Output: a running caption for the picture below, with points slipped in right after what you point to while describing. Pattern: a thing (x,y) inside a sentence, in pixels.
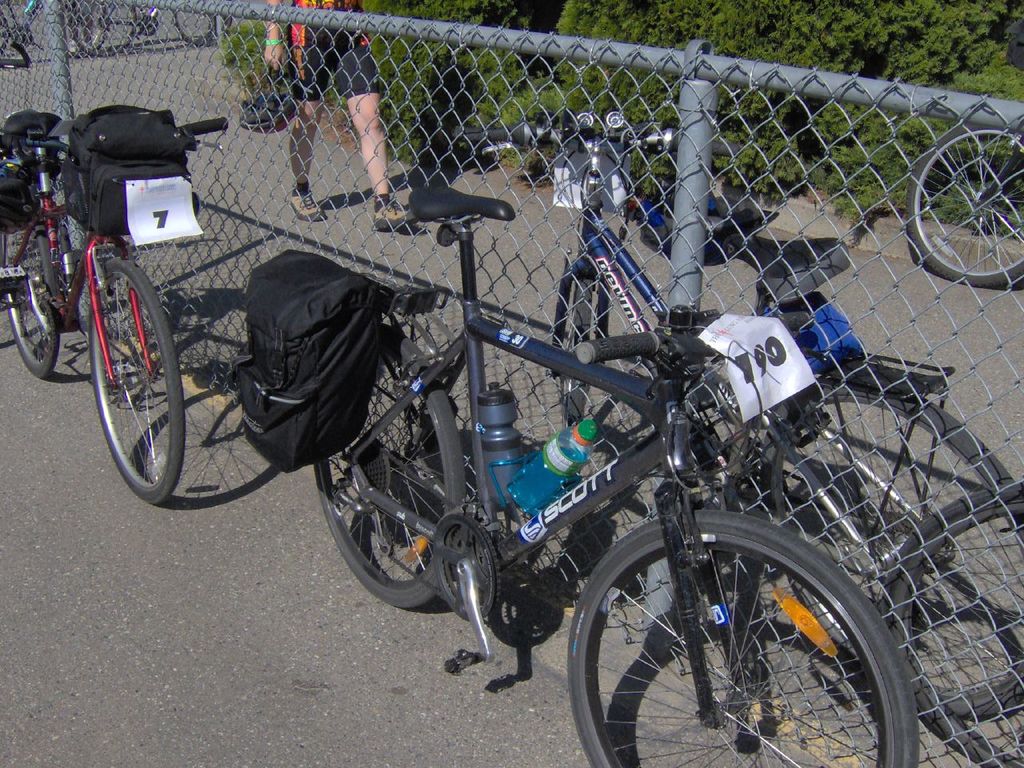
In this image, there are a few bicycles (610,464). Among them, we can see some bicycles (756,394) with posters (749,375) and black colored objects (281,312). We can see the fence (330,226) and a few plants (516,121). We can also see a person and the ground (246,503).
